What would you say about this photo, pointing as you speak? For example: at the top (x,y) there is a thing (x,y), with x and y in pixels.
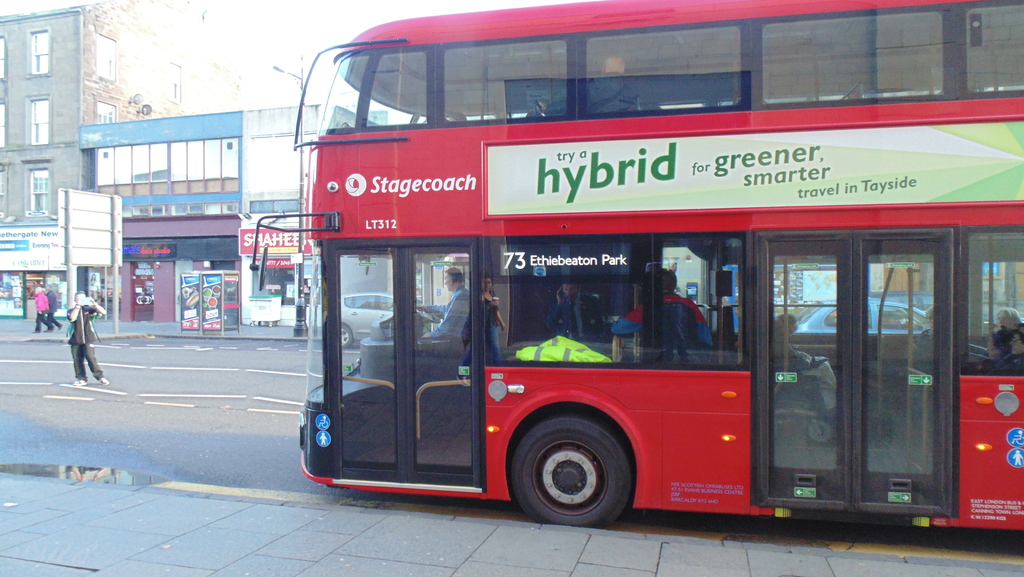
In the foreground of the picture (294,568) there is pavement (184,537) and a bus (481,249). On the left (144,347) there are buildings (167,216), pavement (110,320), hoardings (86,264), people (82,318) and road (111,341). It is sunny.
